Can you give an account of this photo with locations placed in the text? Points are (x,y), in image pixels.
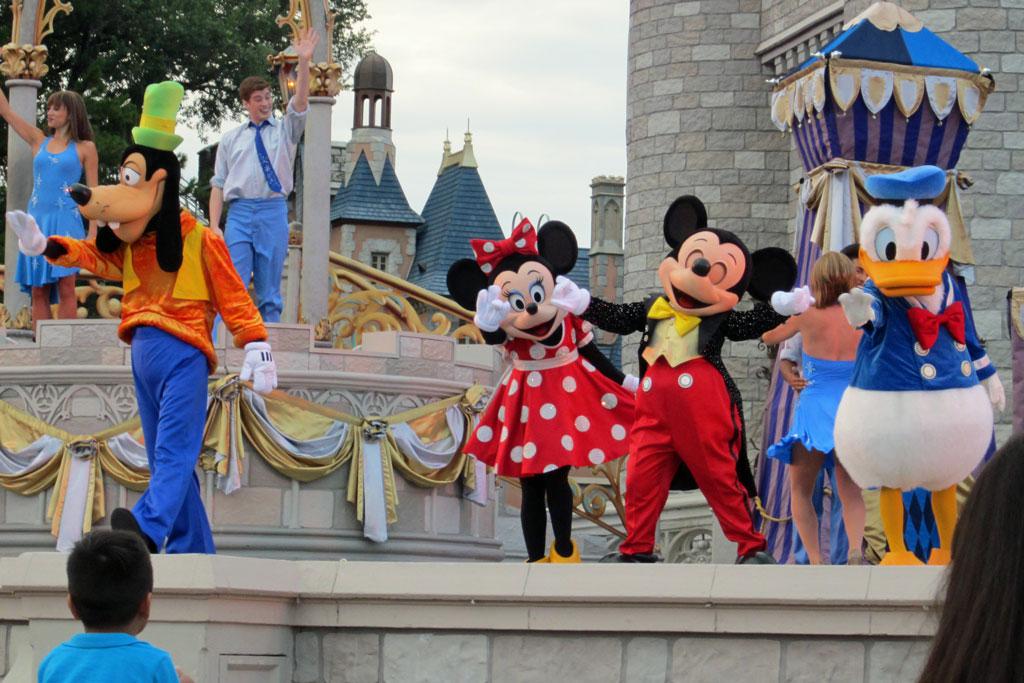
There are people (720,345) and these people (530,287) are wore costumes (716,308). We can see tent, walls (462,638), pillars (34,40) and curtains (331,432). In the background (399,188) we can see trees (196,44), buildings (366,192) and sky (531,45).
